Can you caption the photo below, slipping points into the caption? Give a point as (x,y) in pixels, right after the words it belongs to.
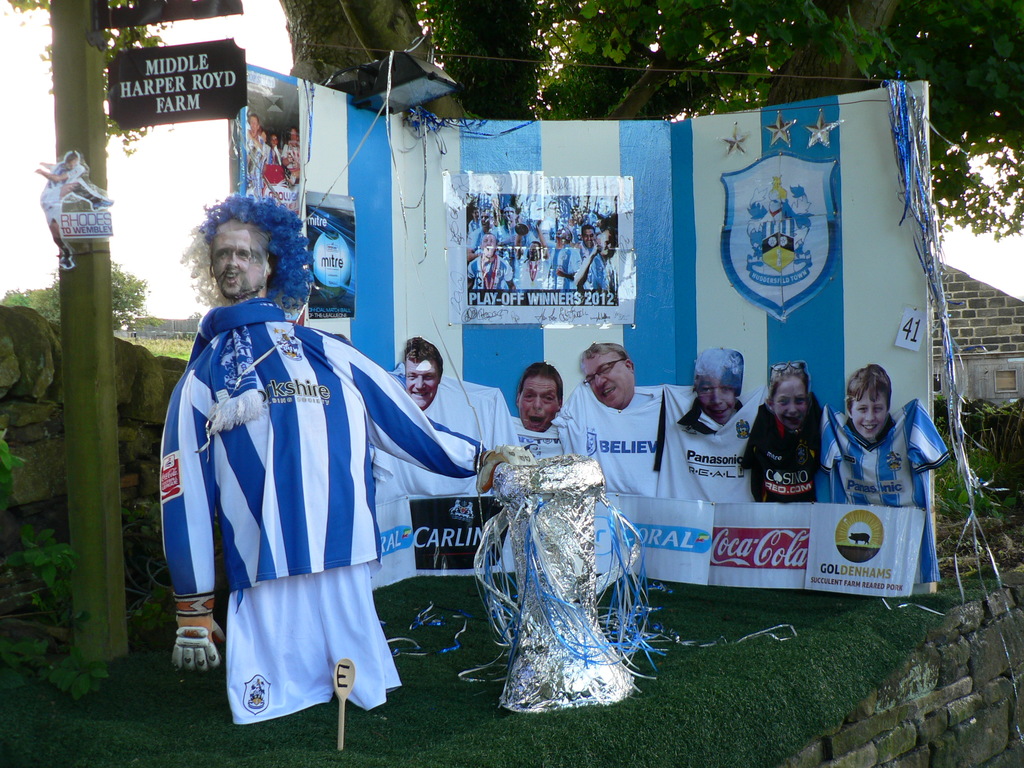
In this image we can see advertisements (495,320), information board (201,100) to a pole (105,377), trees (491,65), stones (8,366), buildings (1005,297), memento (530,614) and sky (158,198).
